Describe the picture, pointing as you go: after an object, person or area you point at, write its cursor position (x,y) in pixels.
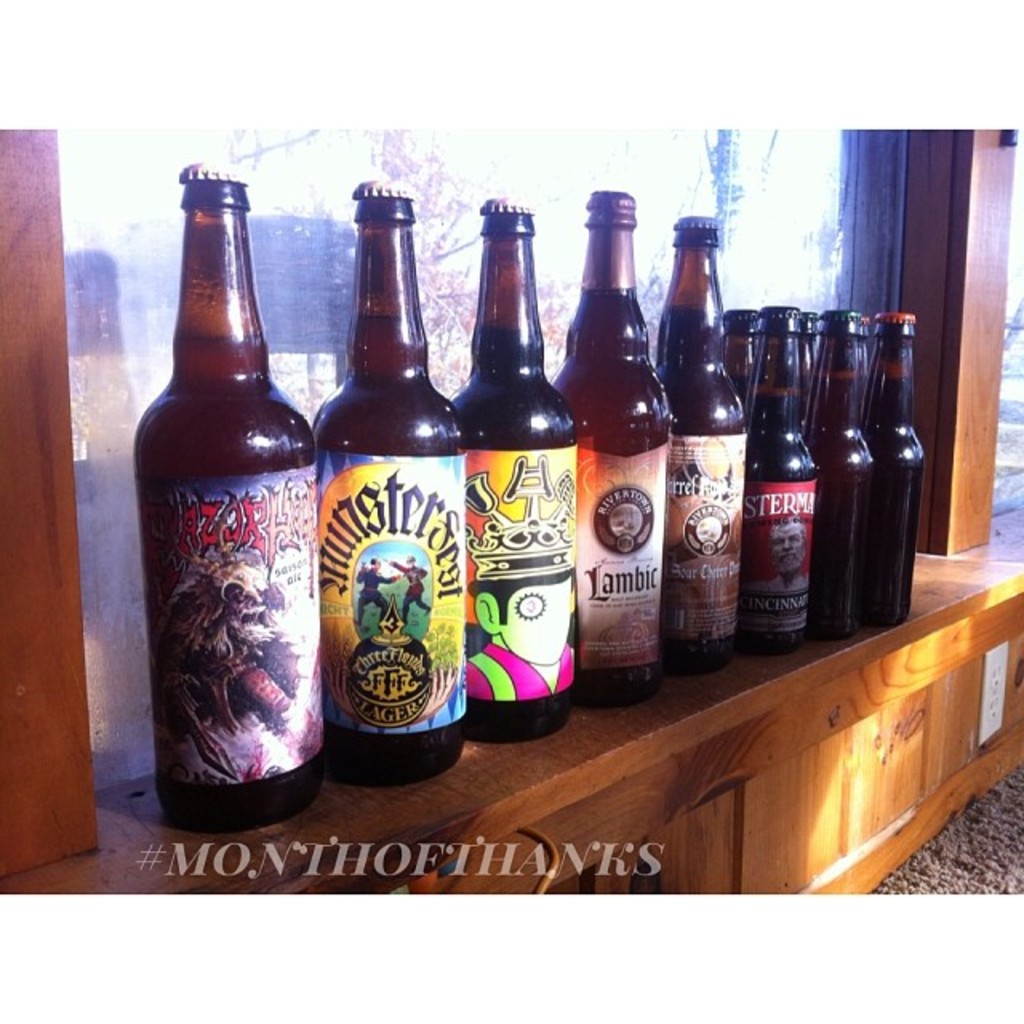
In this image there are a few bottles (597,497) arranged in the rack (820,638).
